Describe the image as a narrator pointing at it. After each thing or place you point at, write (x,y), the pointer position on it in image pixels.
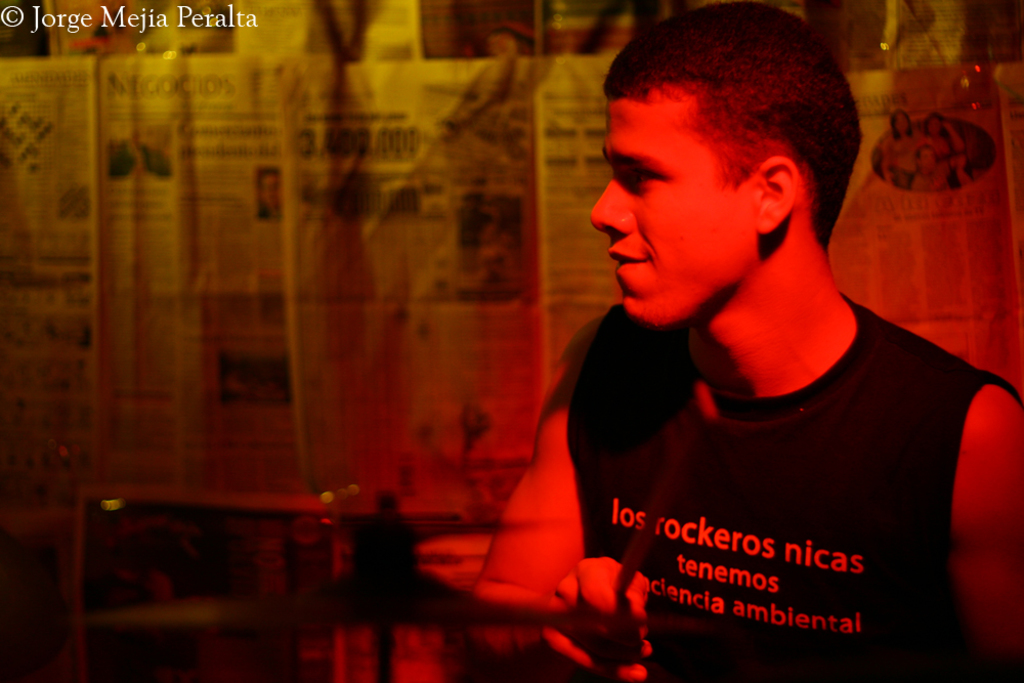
In the center of the image (633,415) there is a person (604,425) playing musical instrument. In the background of the image (520,335) there is paper (301,155). At the top of the image (230,22) there is some text (165,10).
